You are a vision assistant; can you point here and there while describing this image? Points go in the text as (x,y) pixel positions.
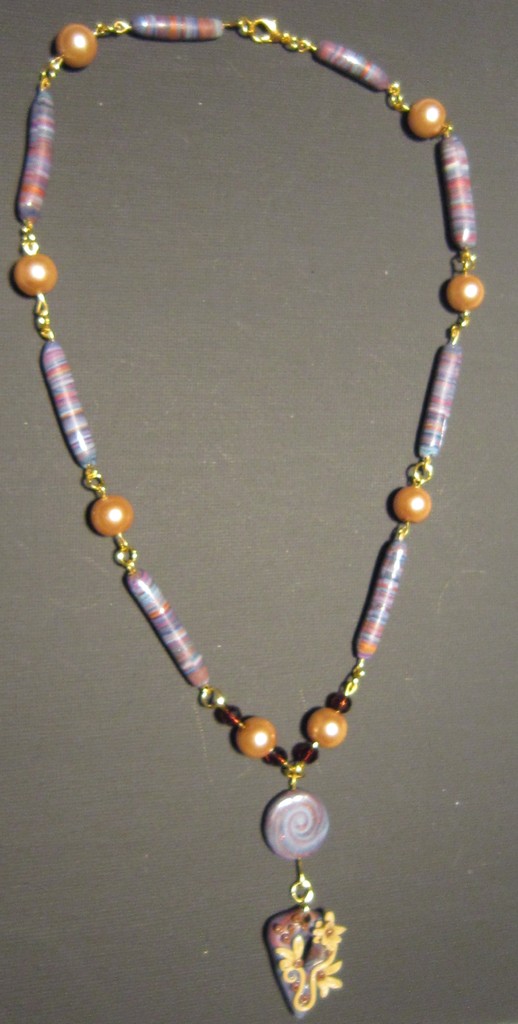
In this picture we can see a chain (158,627) with pendant (294,952) is present on the surface (187,809).
